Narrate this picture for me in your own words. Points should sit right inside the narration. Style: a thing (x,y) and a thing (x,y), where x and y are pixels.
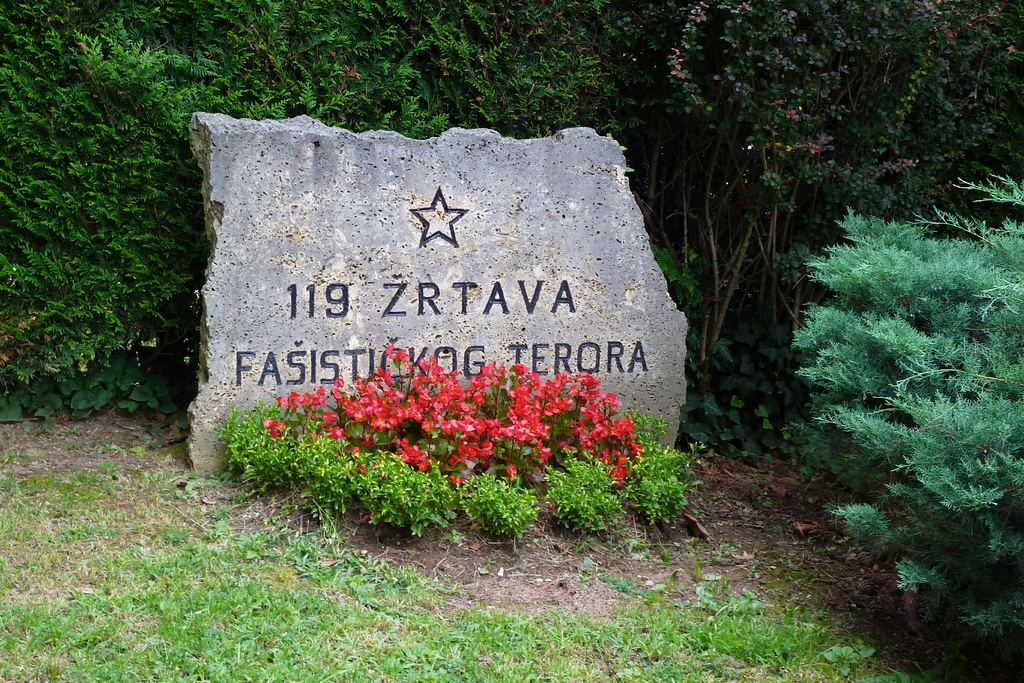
In this image, I can see numbers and letters (464,355) carved on a stone (319,257). In front of the stone (527,303), there is the grass (182,586), plants (443,490) and flowers (515,430). In the background (121,287), there are trees (723,101).
